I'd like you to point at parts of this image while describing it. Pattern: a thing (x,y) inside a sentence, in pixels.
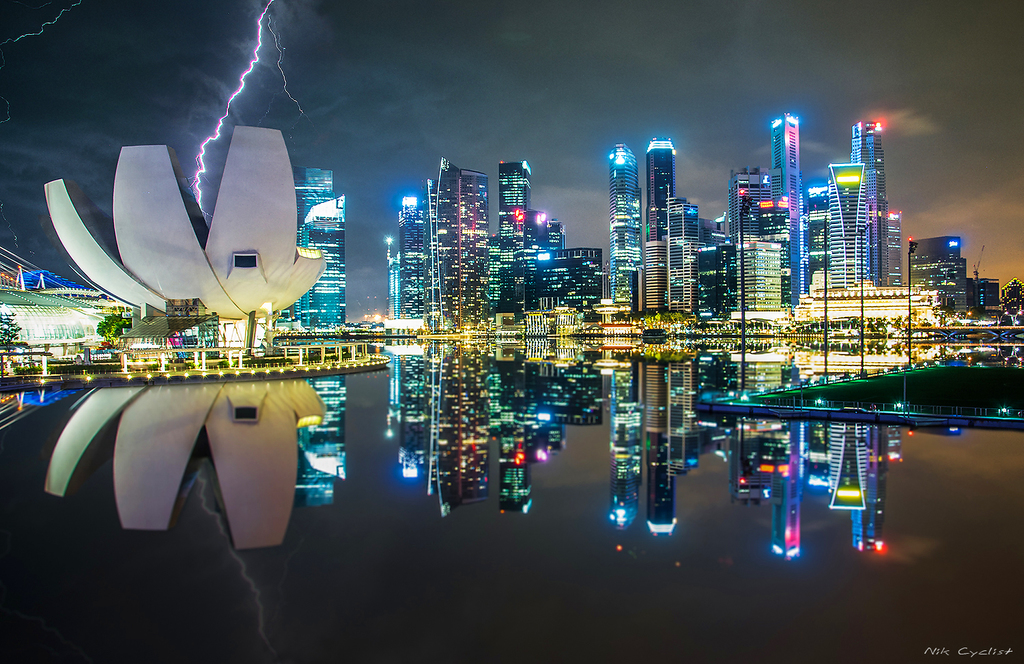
In the image we can see there are many buildings (558,268). There is a water (712,509), in the water (623,437) we can see the reflection (556,393) of buildings (568,384), light (559,365), sky (435,69) and thunder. We can see even there are plants (98,329) and this is a watermark (944,648).
